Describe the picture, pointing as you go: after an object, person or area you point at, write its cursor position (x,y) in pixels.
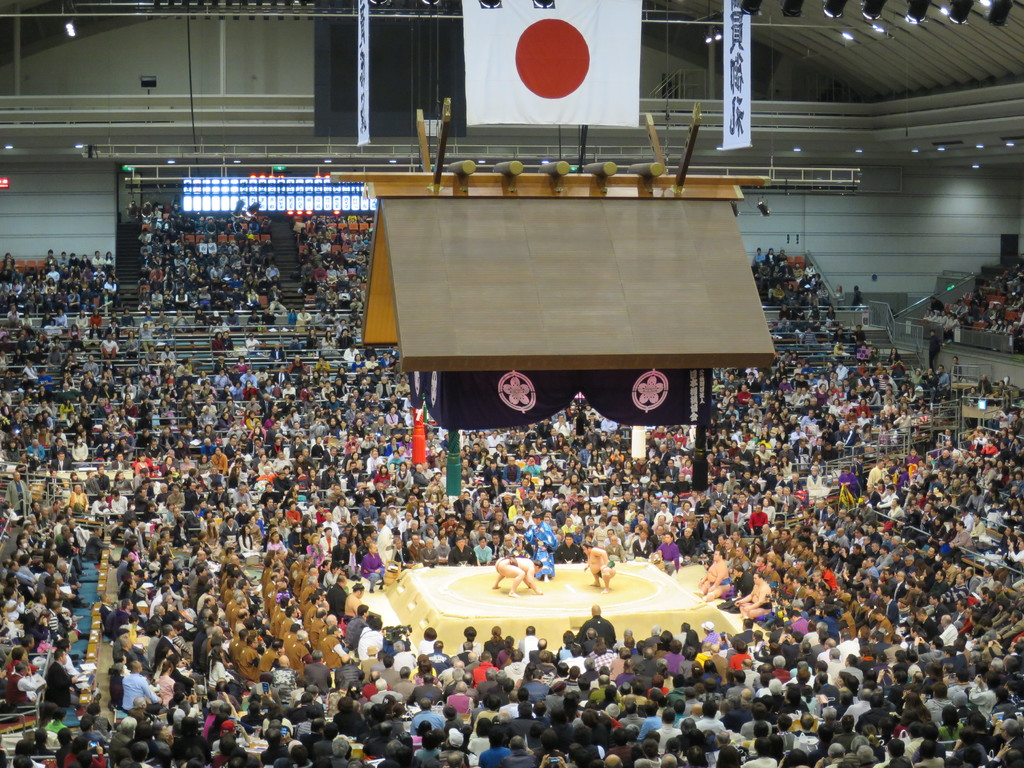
In the center of the image (439,474) we can see two people (528,582) wrestling and there is crowd (385,454) sitting. At the top (305,187) there is a board (634,245) and a flag (590,93). We can see lights (957,16). In the background (893,239) there is a wall (11,224).
